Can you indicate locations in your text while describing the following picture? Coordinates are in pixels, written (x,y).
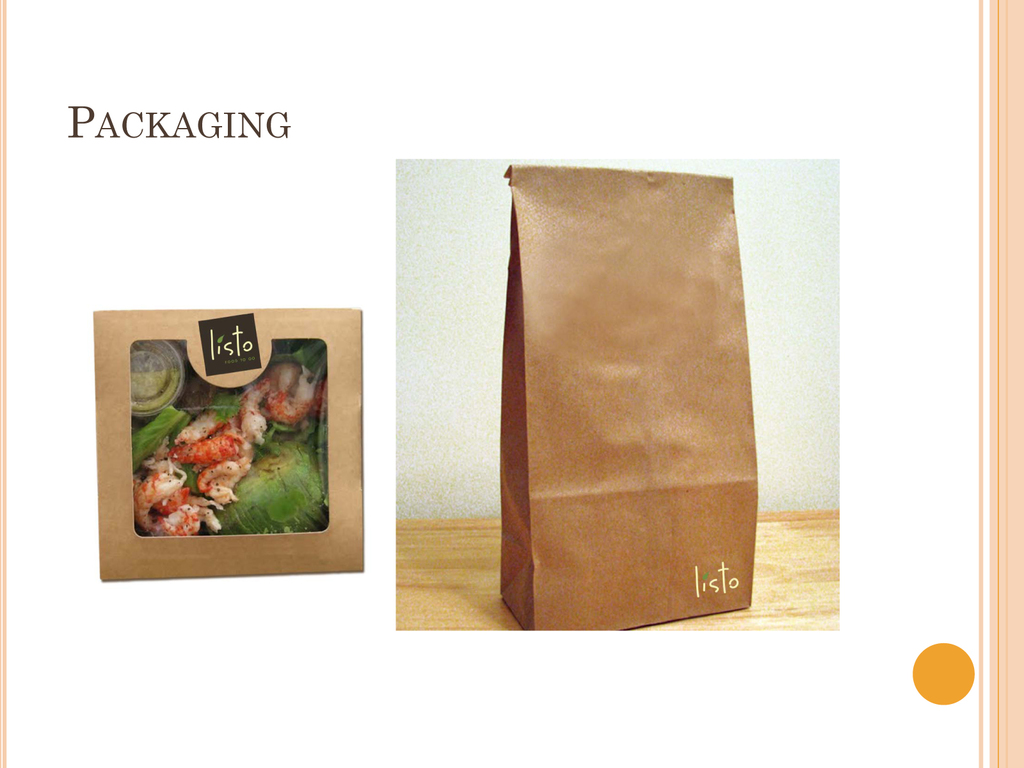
This is a slide and in this slide we can see boxes (356,461).
